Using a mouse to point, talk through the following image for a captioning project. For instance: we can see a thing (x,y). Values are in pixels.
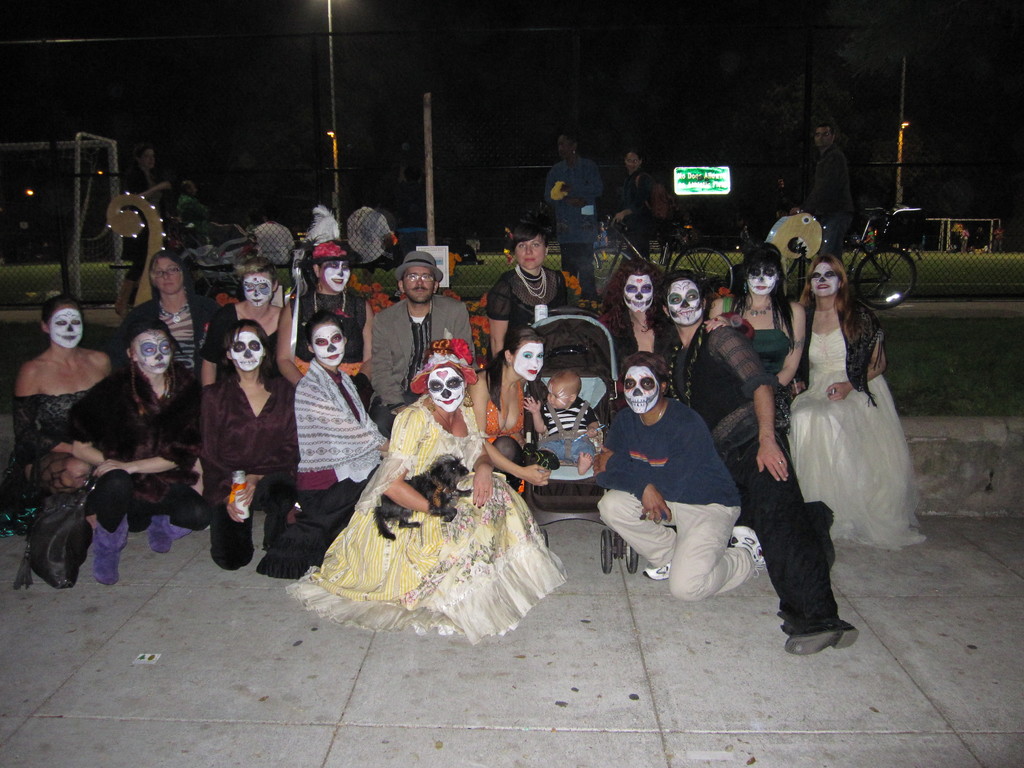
There are few persons (436,383) wearing white color paint (251,368) to their face (455,405) and the remaining (432,332) are sitting in between them and there are few persons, fence (481,278) and trees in the background (497,271).
